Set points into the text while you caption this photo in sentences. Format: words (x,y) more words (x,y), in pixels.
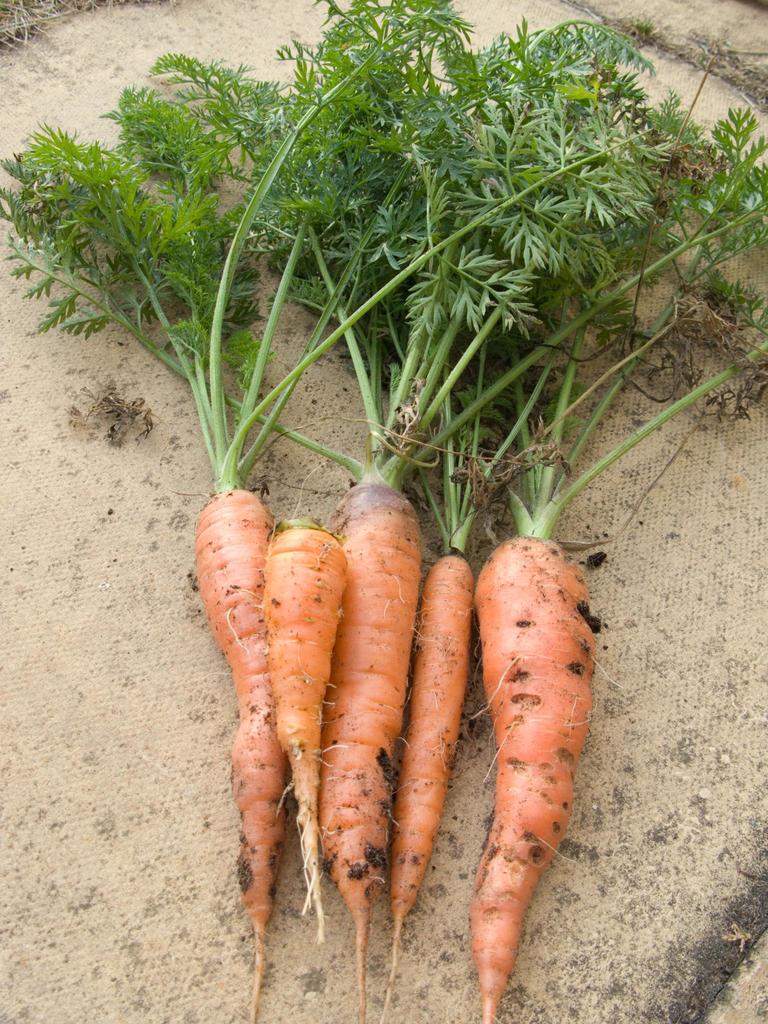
In this image, we can see carrots (499,735) with leaves (472,507) and at the bottom (488,750), there is ground (158,399).
